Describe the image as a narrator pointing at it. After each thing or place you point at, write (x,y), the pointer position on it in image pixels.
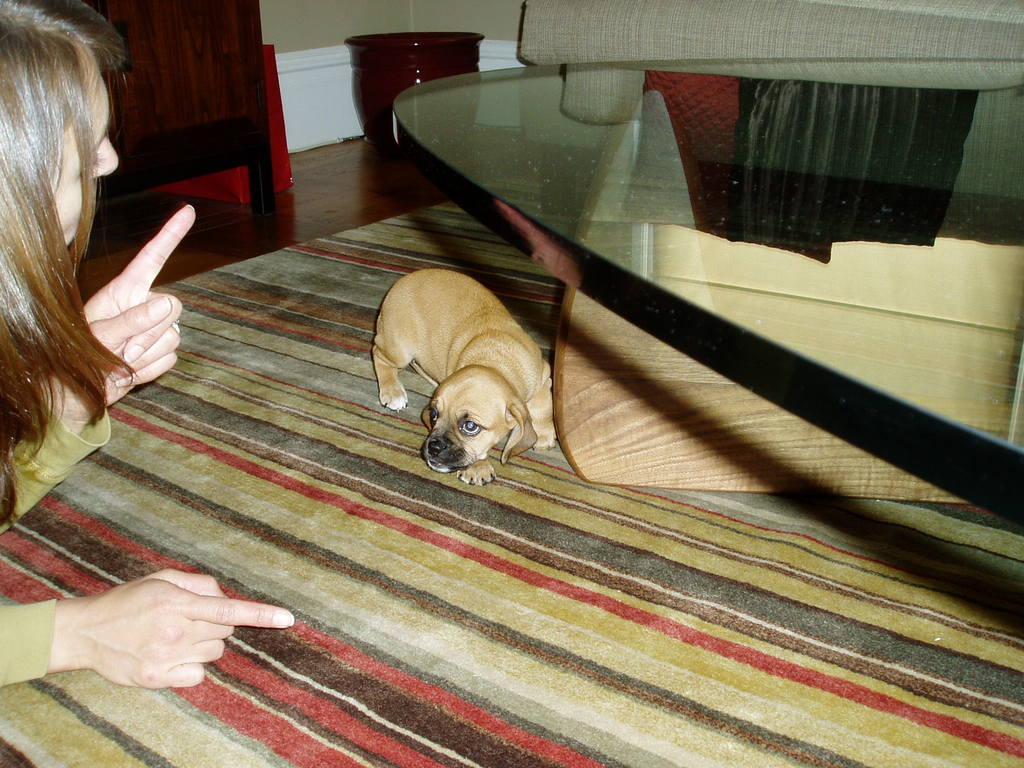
In this image I can see the person (35,230) wearing the green color dress (33,451) and there is a dog (420,359) in-front of the person (6,465). I can see the dog (396,367) is in brown color. To the side I can see the teapoy (749,343) and couch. In the background (270,173) I can see the pot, wooden objects (261,144) and the wall (328,6).
